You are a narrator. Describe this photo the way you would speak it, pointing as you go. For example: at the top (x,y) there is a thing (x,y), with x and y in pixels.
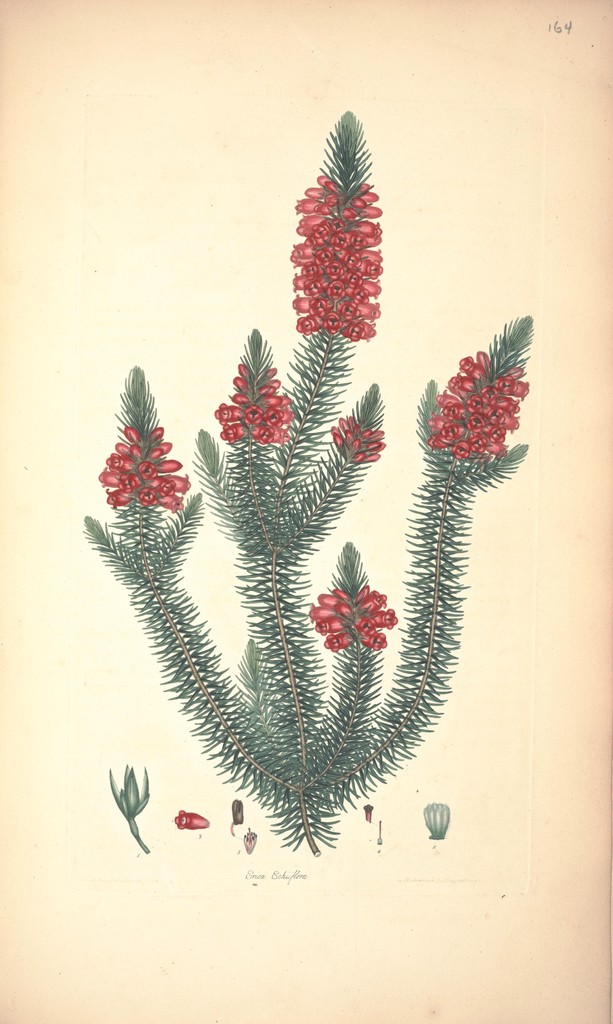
This image consists of a poster (254,605) on which there is an art of a plant (284,568) with red flowers (321,226).
